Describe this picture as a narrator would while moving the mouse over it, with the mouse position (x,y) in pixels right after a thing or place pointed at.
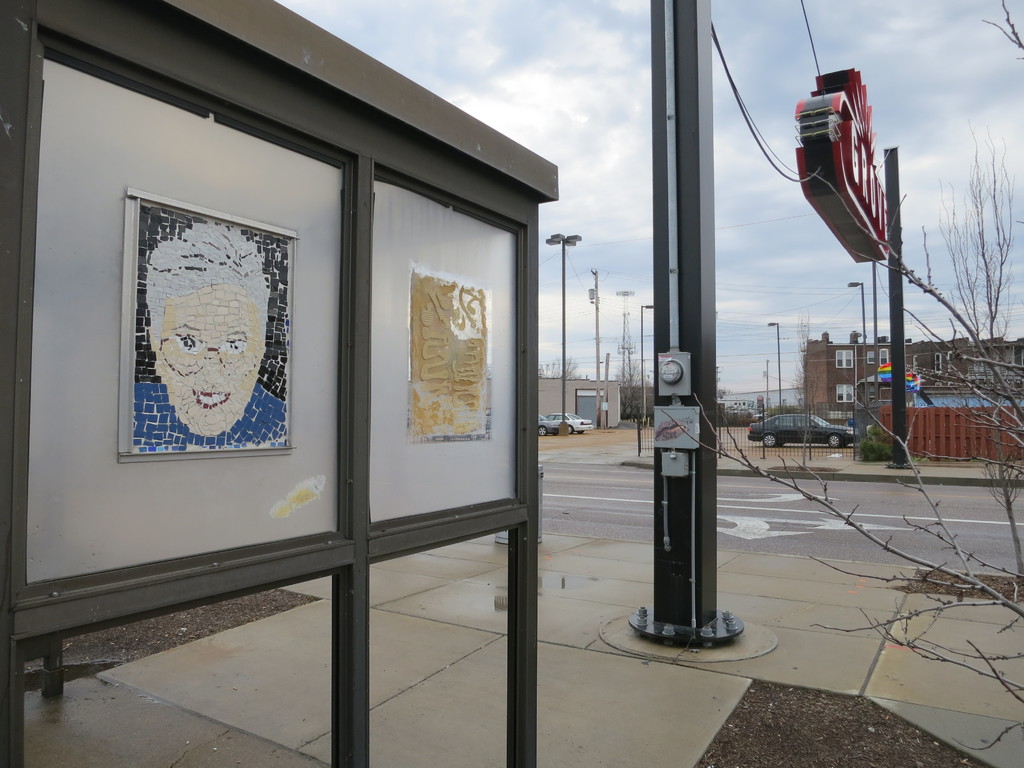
We can see a board (477,386), trees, buildings (854,377), poles (864,391) and stems of plants (910,454) in the middle of this image (663,398) and the sky (638,330) is in the background (775,232).
